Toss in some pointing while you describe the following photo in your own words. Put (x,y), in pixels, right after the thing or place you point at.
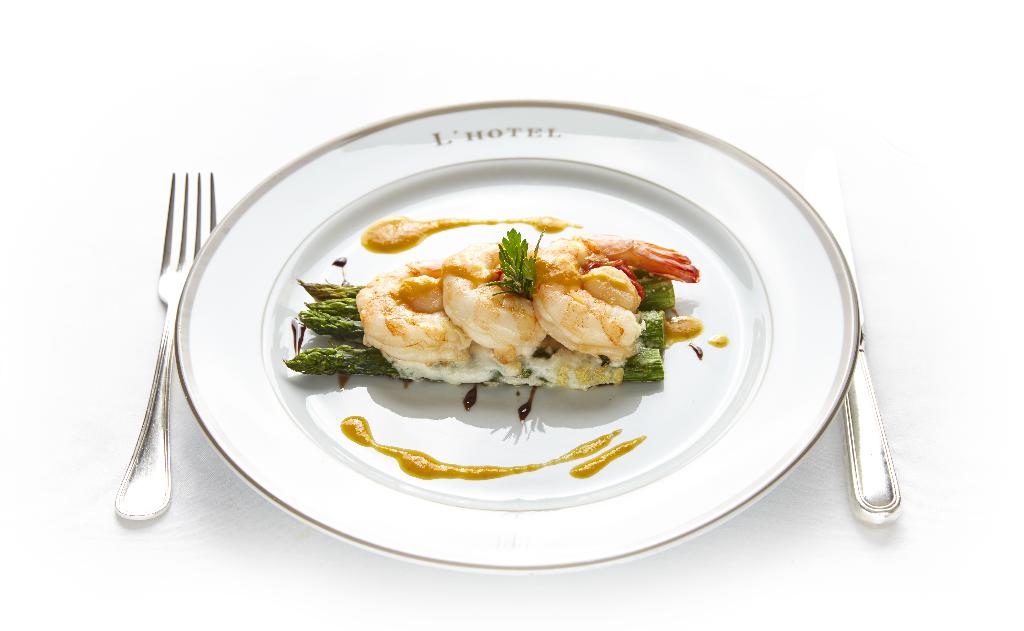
In this image we can see a plate (492,439) in which some food items (461,362) are there. On the left side of the image (211,220) we can see a fork (211,220).
